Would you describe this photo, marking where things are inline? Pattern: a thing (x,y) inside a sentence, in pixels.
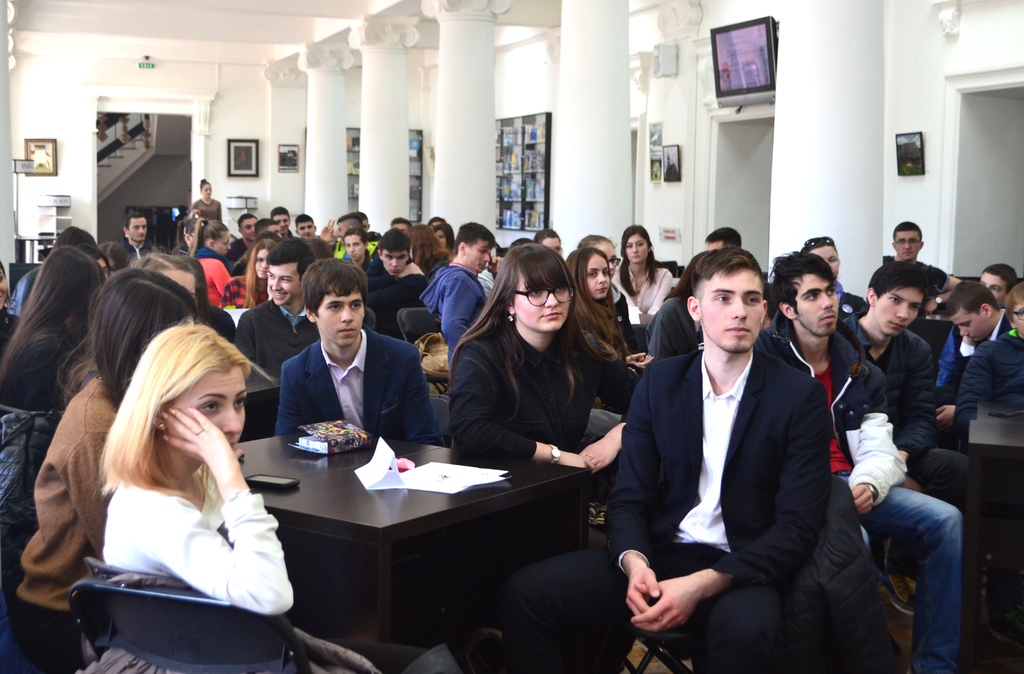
There are group of people (526,360) sitting in chairs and there is a black table (398,497) in front of them and the background walls (227,72) are white in color.
